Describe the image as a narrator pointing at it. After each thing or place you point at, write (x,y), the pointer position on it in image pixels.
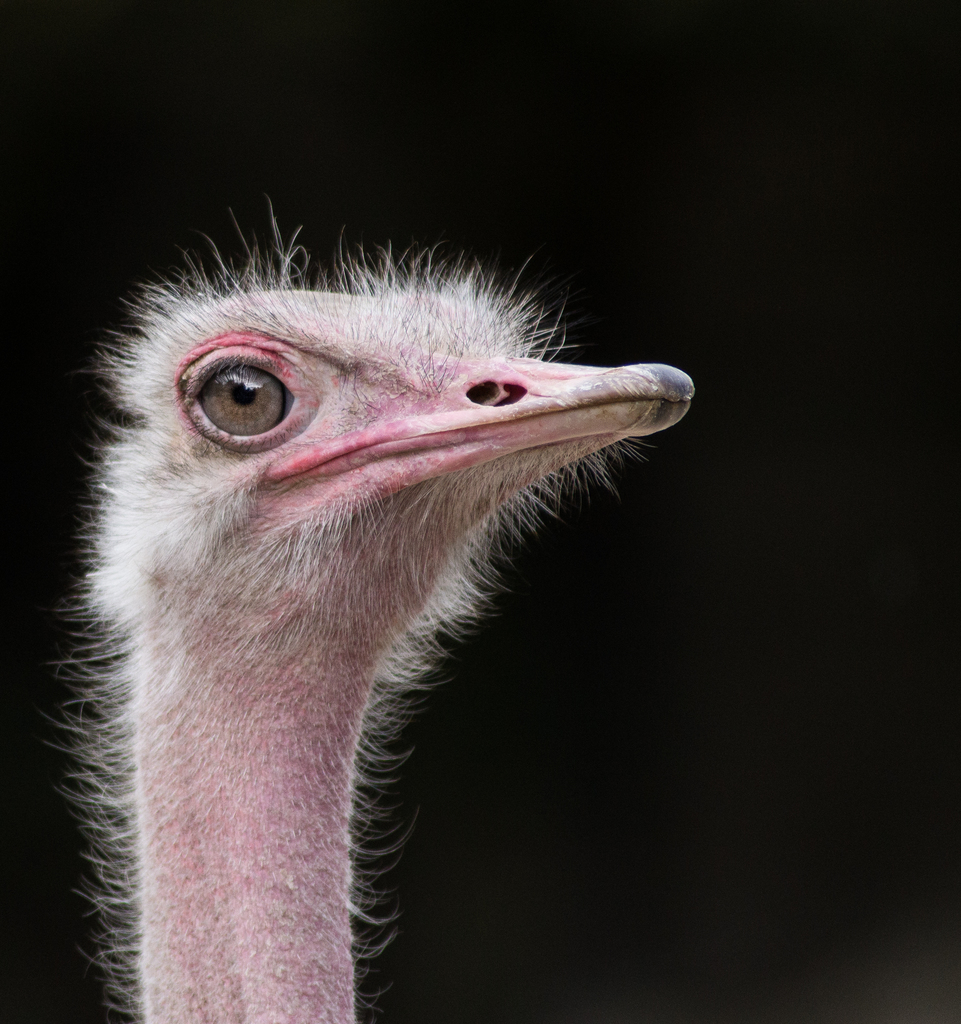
In the center of the image (333,450) there is an ostrich (358,822).
